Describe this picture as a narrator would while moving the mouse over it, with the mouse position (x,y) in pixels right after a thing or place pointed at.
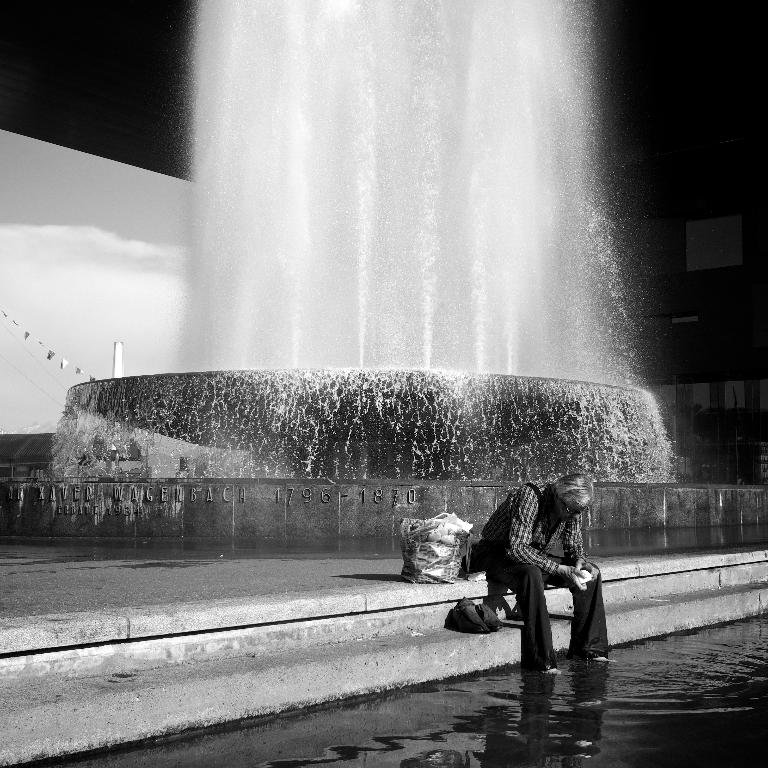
This is a black and white image. I can see the water fountain (418,372) Here is a person (535,583) sitting. This looks like a bag (443,538). At the bottom of the image (486,709), I can see the water (557,691) flowing. In the background (718,335), I think this is a building (714,326).
